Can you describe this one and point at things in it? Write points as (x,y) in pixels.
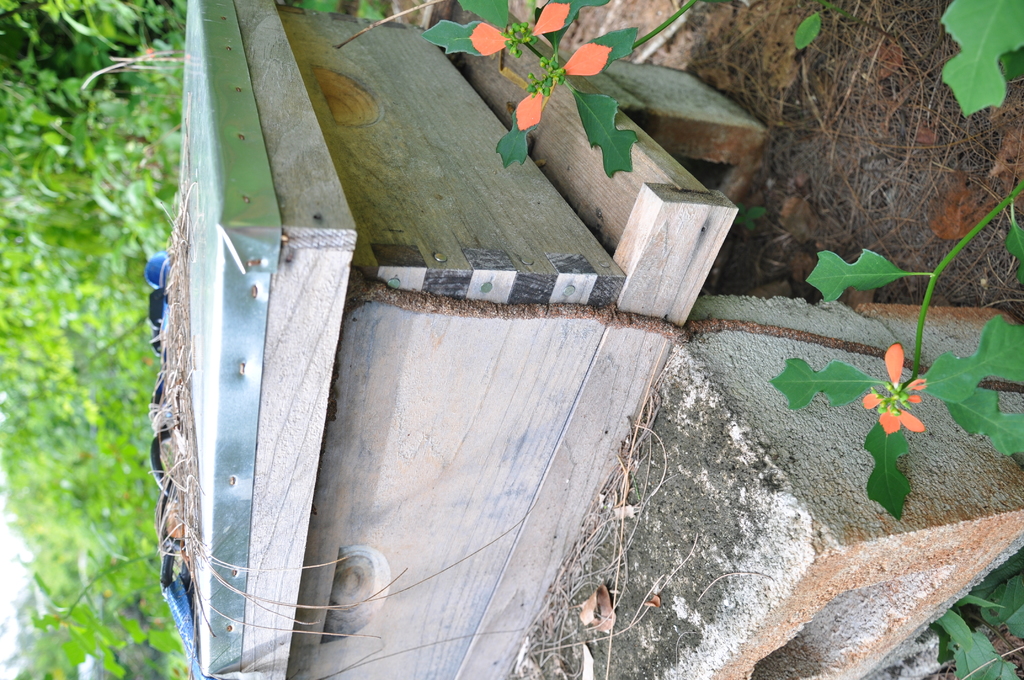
In the center of the image (513,312) we can see one wooden object (672,225) on the two solid structures (688,510). On the wooden object (668,223), we can see one blue color object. In the background (76,128) we can see plants (107,467), dry leaves (919,149), flowers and a few other objects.
